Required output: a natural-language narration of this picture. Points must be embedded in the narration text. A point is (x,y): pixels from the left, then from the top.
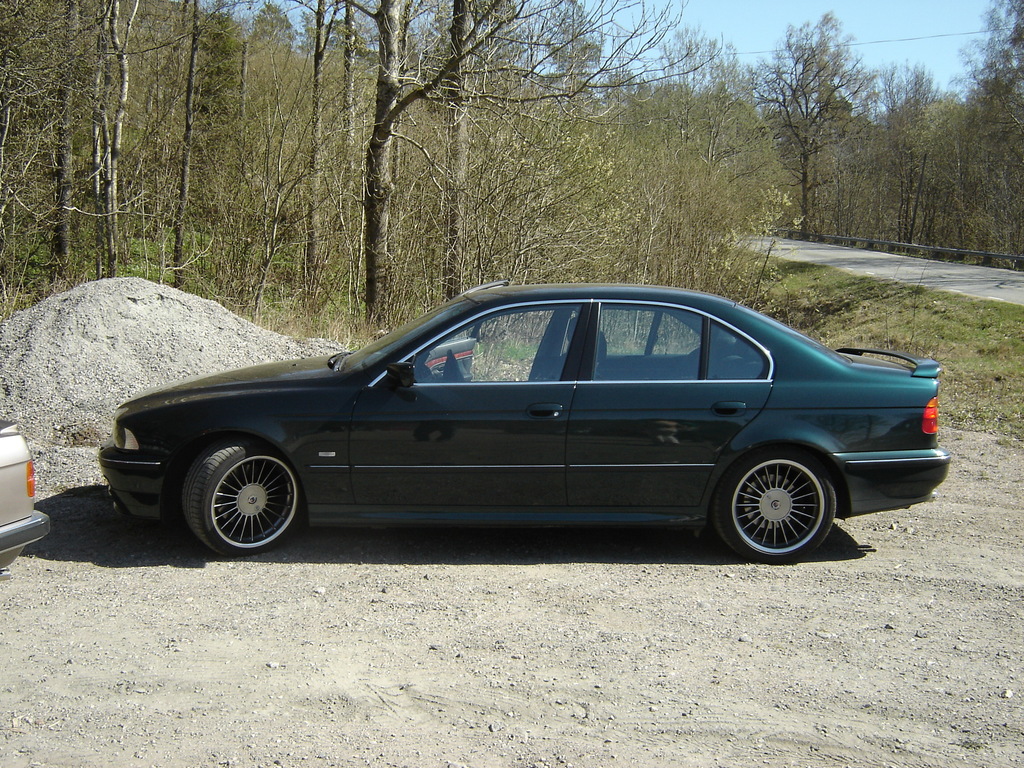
In this image I can see the vehicle (679,433) in black and green color. In the background (447,158) I can see few trees (618,81) in green color and the sky (756,32) is in blue color.
